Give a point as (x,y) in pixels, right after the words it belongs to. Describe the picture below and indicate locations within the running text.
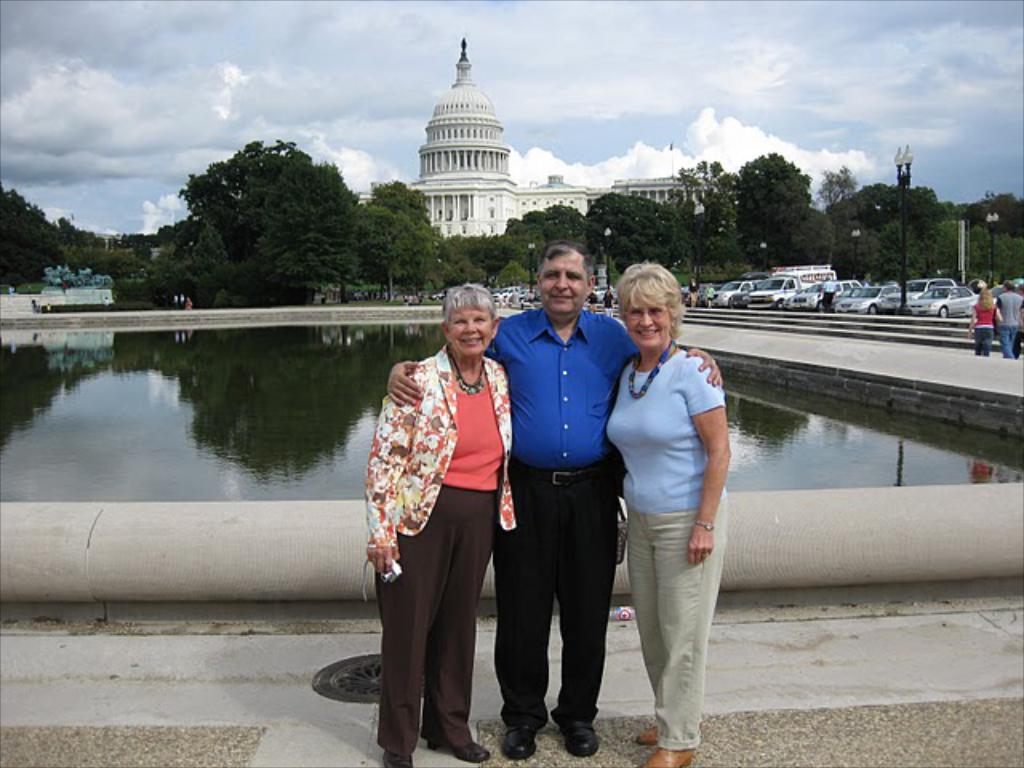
In this picture we can see a man (607,484) and two women (653,485) are standing in the front (486,525), on the right side (956,300) there are some vehicles (919,301) and two persons (994,309), there is water (273,393) in the middle (377,419), in the background (608,268) we can see trees (197,215), a building (467,235), poles (904,217) and lights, we can see the sky (210,73) at the top of the picture (286,53).
